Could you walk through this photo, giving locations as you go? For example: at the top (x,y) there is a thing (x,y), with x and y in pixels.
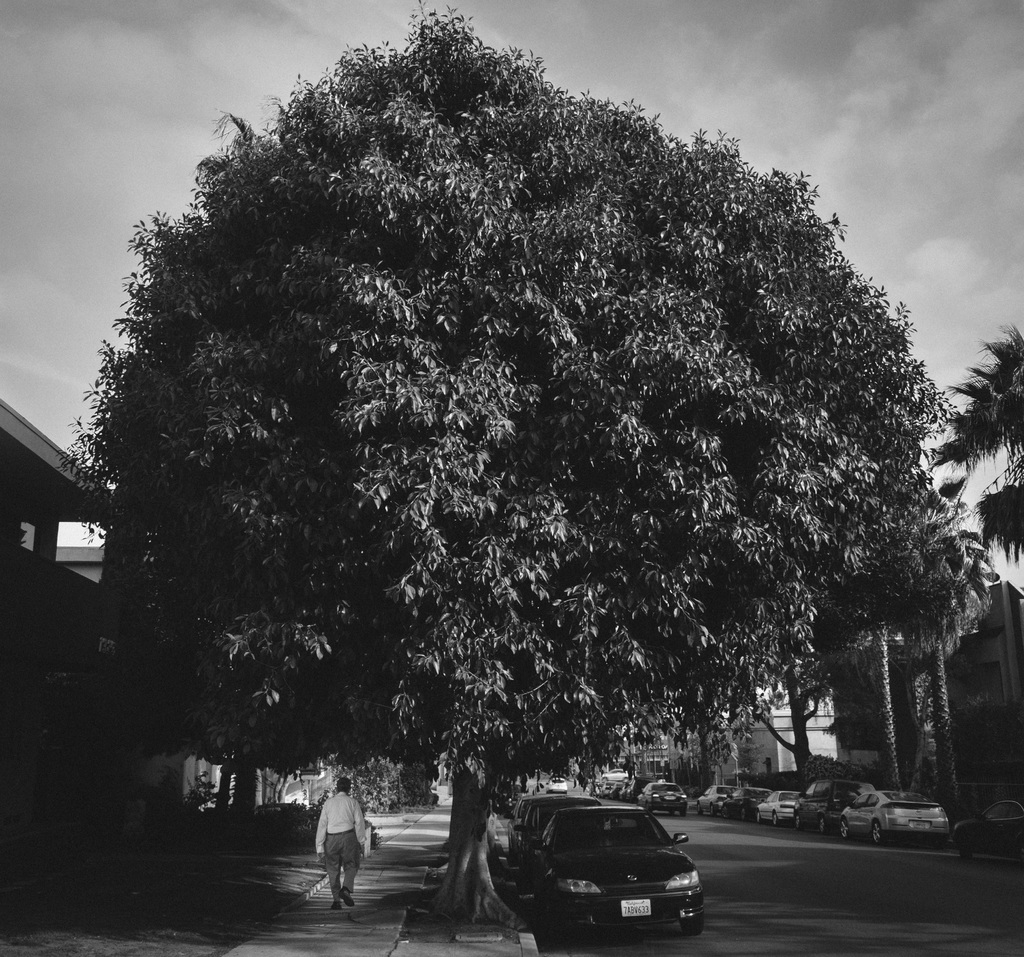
In the center of the image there are cars (682,931) parked on the road (792,863). There is a person (365,850) walking on the pavement (403,894). On both right and left side of the image (42,697) there are buildings (988,665). There are trees (660,467). In the background of the image (788,95) there is sky (835,100).
